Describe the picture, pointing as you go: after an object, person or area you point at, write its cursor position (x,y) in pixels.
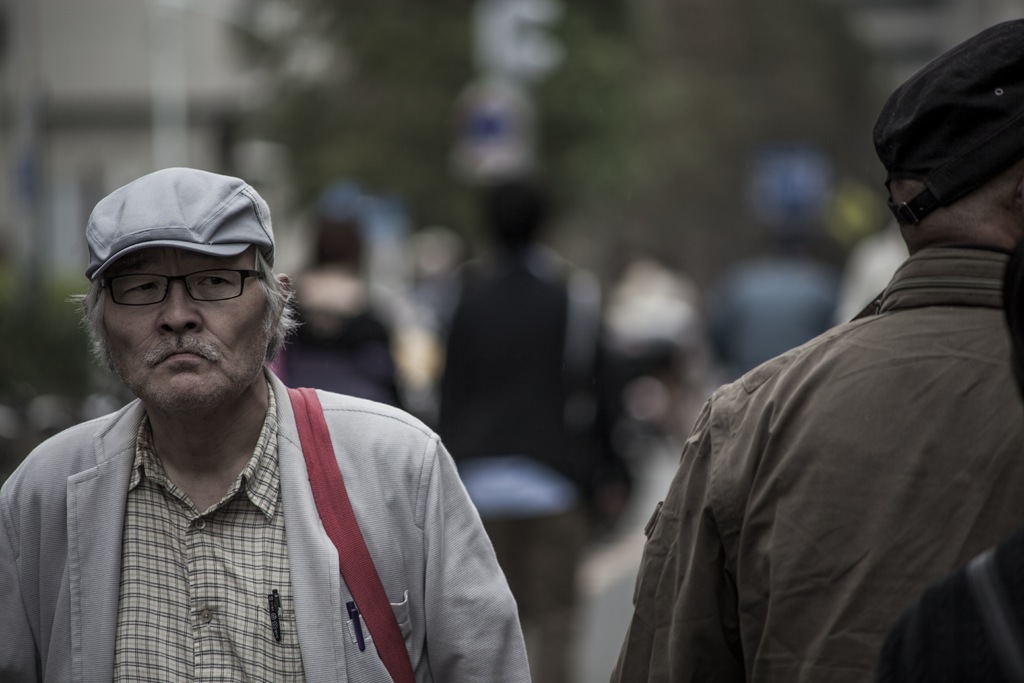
In this picture I can see a person (386,526) on the left side (333,573), he is wearing a sweater (311,587), a cap (213,250) and the spectacles (204,294). On the right side (906,541) there is a person (858,527) wearing the coat (899,529). There is the blur in the background (435,304).
